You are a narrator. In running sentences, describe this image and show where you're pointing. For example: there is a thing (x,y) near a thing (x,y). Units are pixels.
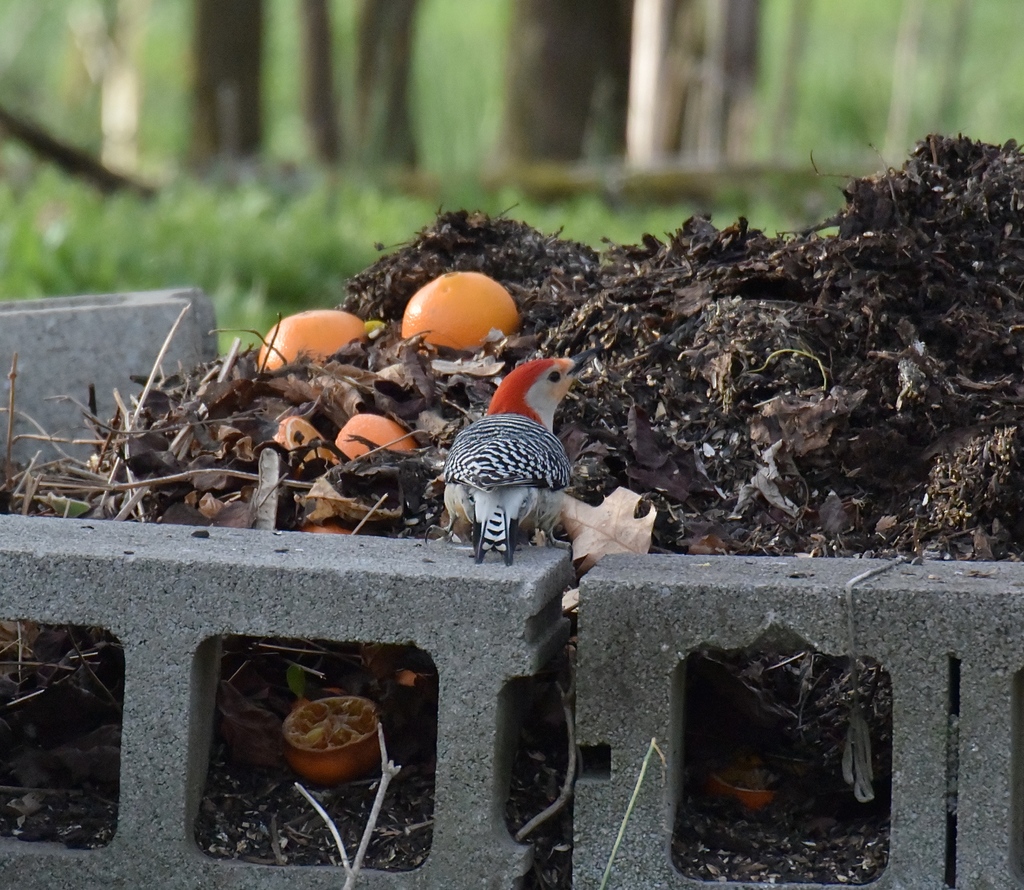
In this image I can see the bird (453,493) on the wall (499,640). The bird (458,512) is in white, black and red color. In-front of the bird (472,444) I can see oranges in the garbage (392,394). And there are trees (752,41) in the back (408,131) but it is blurry.
